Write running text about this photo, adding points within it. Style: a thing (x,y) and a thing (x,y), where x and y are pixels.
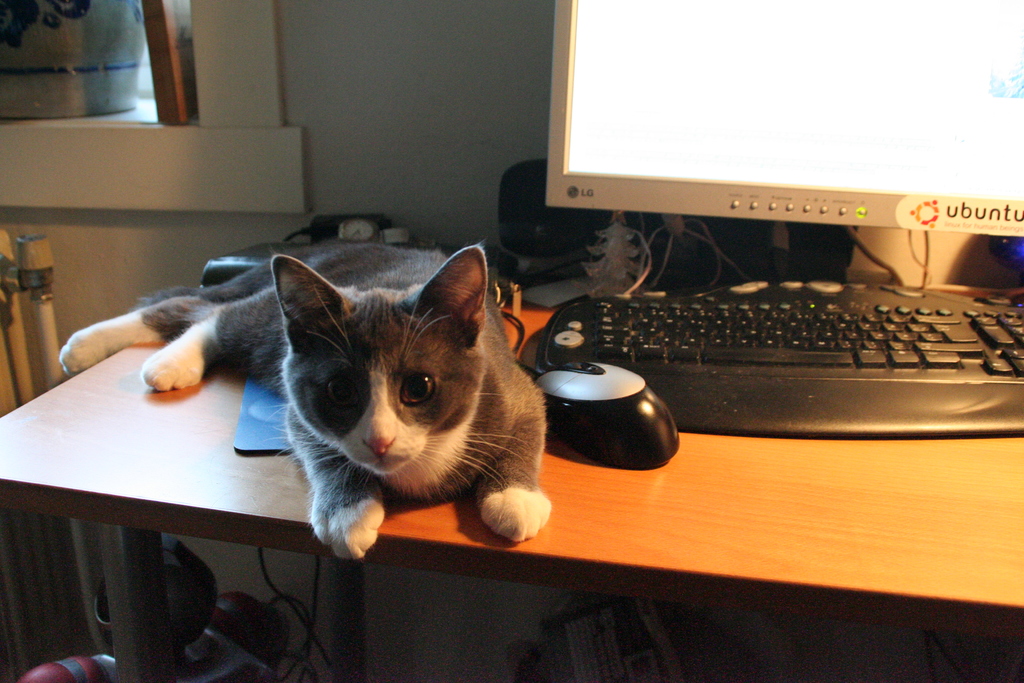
In this image I can see there is a cat (462,471) on the table (293,464). I can also see there is a monitor (888,218), a keyboard (812,331) and a mouse (591,433).
